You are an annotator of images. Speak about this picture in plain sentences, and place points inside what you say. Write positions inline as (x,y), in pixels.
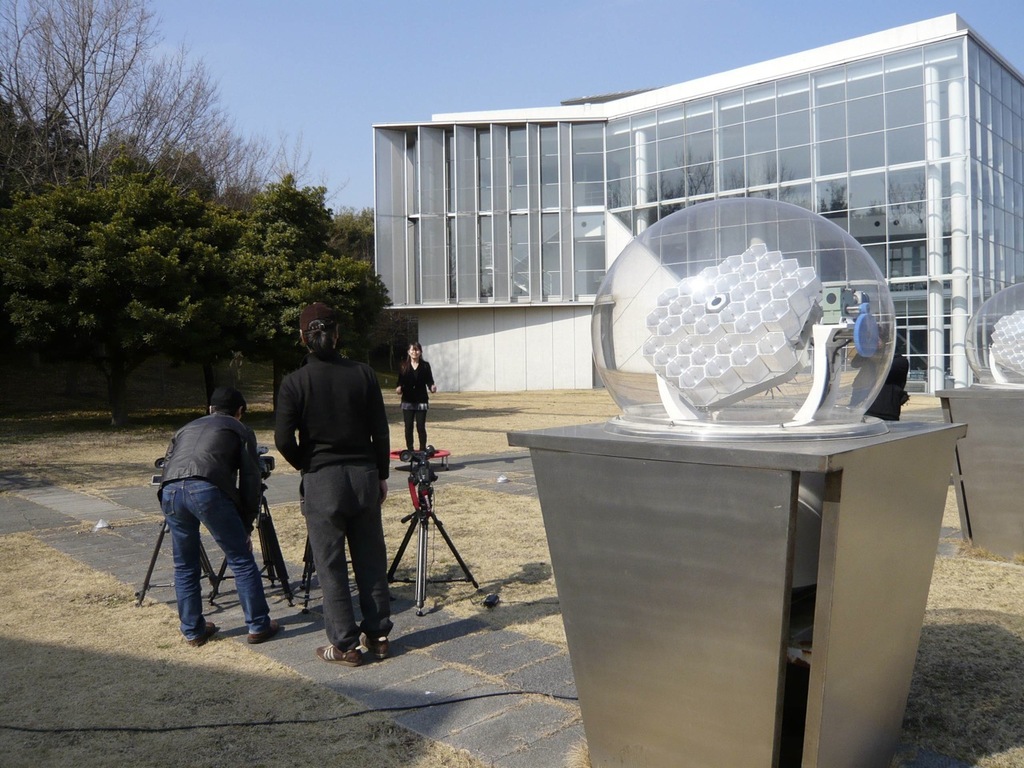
There are three persons (379,387) standing and there are few stands (416,496) in between them and there is a glass building (693,156) and trees (303,209) in the background (584,198).
